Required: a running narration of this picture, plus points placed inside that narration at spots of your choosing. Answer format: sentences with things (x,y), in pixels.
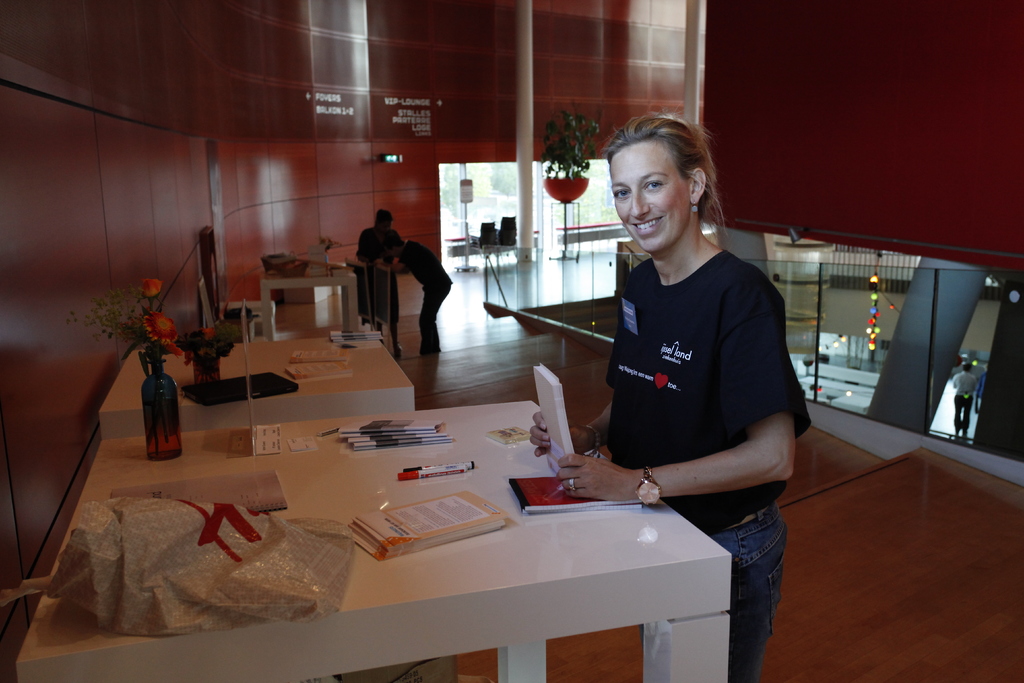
In this picture there is a woman (695,446) standing in front of a table (429,485) and laughing. On the table (407,496) there are some books (412,507), pens (452,471), covers (148,536) here. In the background (405,286) there are some people (390,256) standing and we can observe a wall (409,93) here.
